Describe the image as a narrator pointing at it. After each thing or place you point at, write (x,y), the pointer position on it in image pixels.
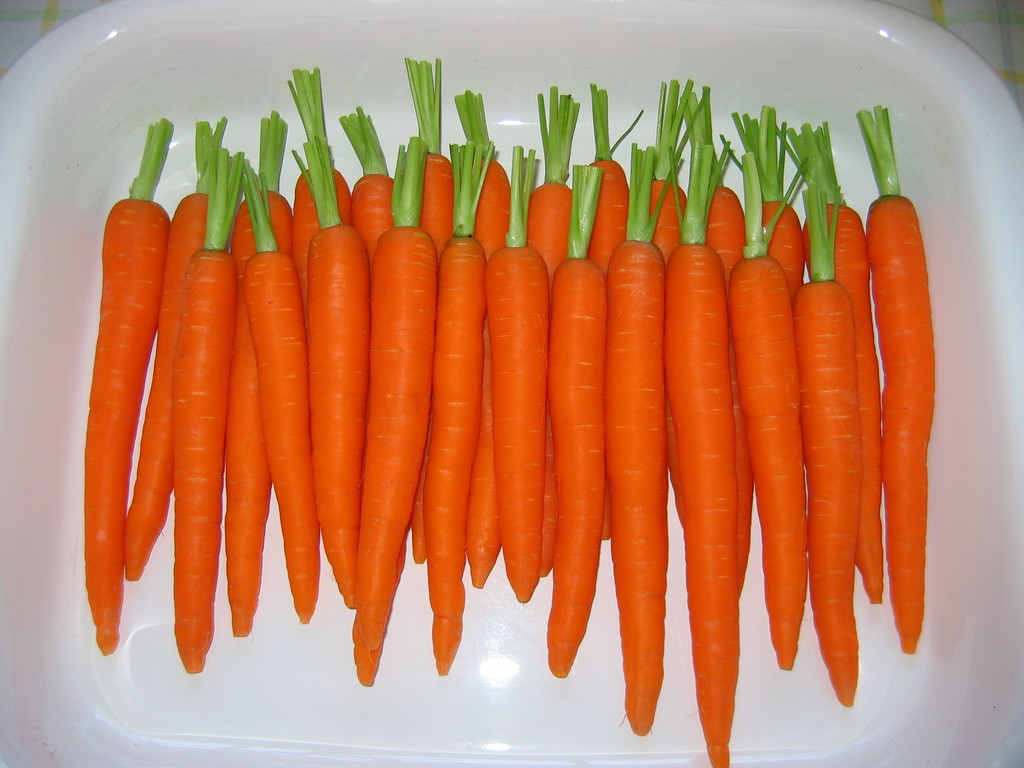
In this image there are few carrots (557,309) visible in the white color bowl (96,148).
